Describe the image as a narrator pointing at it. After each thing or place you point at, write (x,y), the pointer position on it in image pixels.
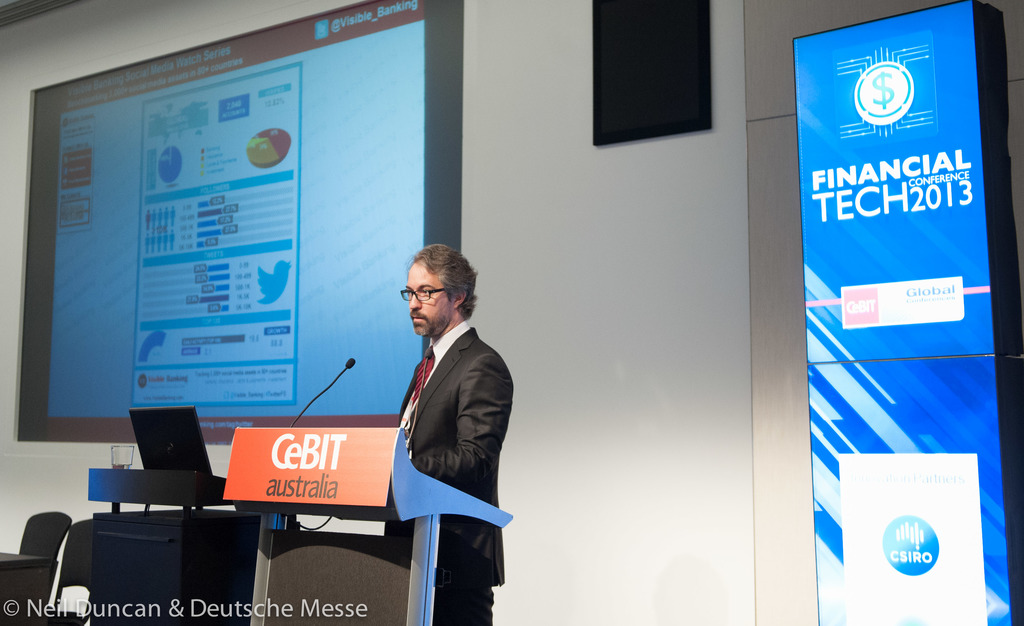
In this image, we can see a man (437,403) in a suit (456,417) is standing near the podium (376,502). Here we can see banner (862,550), chairs (46,552), table (5,589), desk (179,543), laptop (174,460), glass (128,455) and microphone (307,405). Background (312,383) we can see wall (752,291), screen (98,309) and black color object (623,92). On the left side (57,618) bottom corner, we can see watermark (221,613) in the image.
